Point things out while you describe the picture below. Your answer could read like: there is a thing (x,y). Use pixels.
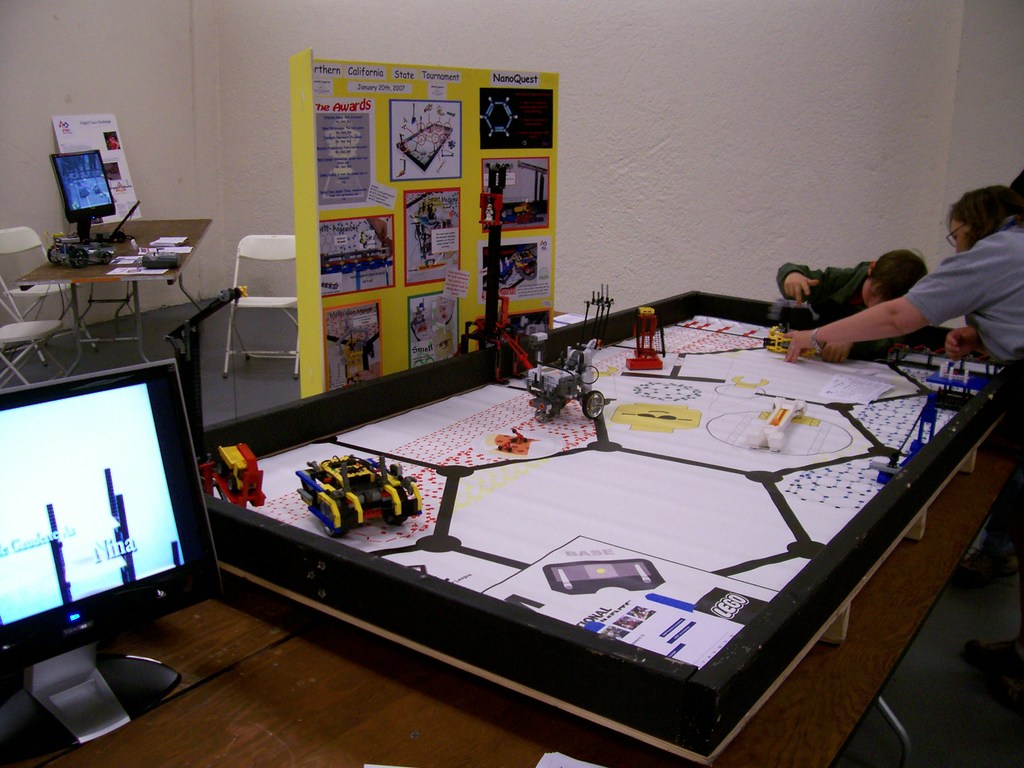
In this image I can see few people (965,198) and few robots (886,459) on this table (923,594). I can also see a monitor (1,741) over here. In the background (244,306) I can see number of chairs (3,250), a table (155,229) and one more monitor (89,202).
